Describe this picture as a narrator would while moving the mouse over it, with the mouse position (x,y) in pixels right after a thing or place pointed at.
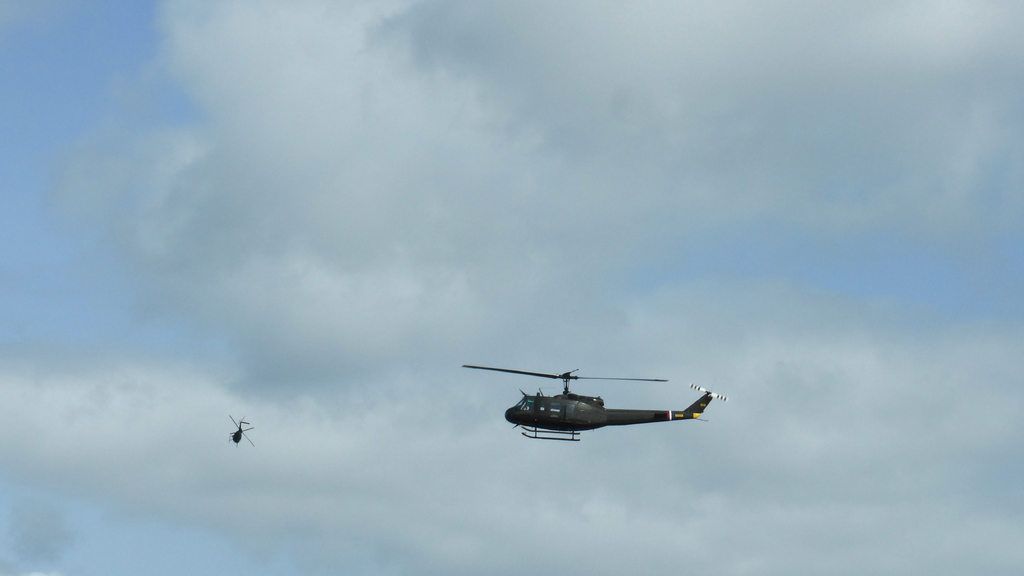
In this image, we can see two helicopters (599,416) are flying in the sky (469,412). Background (483,548) there is a cloudy sky (531,320).
